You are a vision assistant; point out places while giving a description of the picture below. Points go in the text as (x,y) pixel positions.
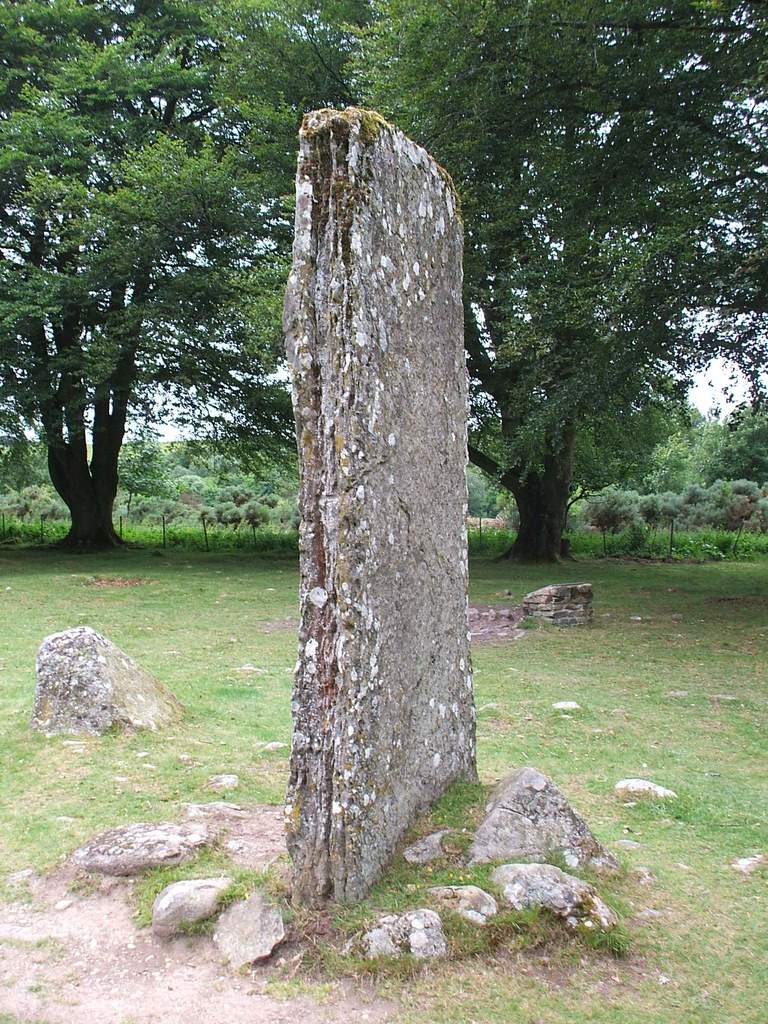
This looks like a stone (377,669). I can see the rocks (114,683). These are the trees (204,303) with branches (187,249) and leaves (701,226). This is the grass (612,761).
